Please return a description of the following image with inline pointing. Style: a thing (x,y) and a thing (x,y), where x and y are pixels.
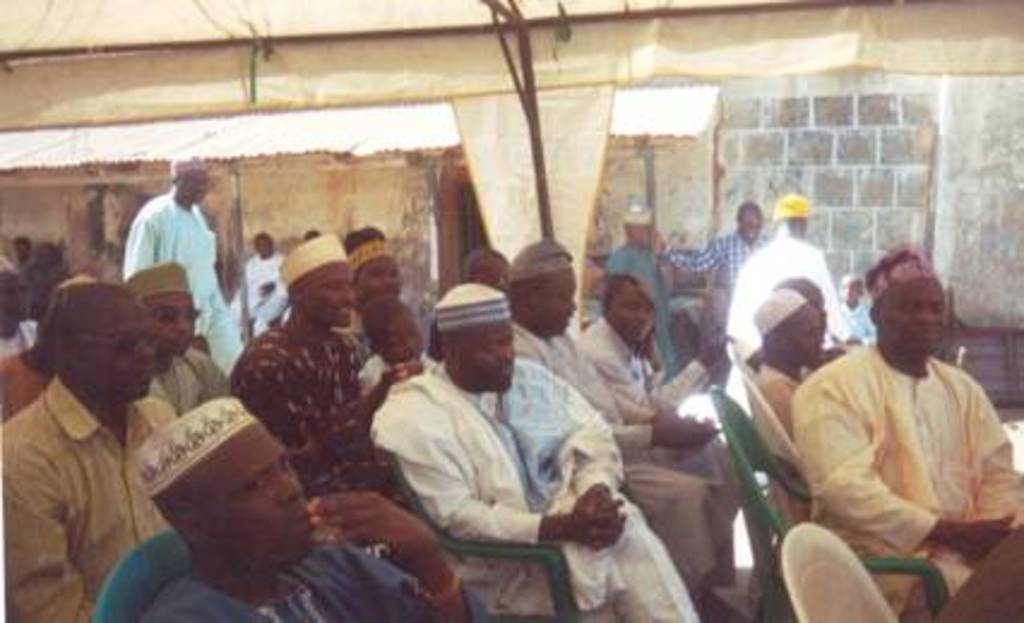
In this picture we can see a group of people (406,603) where some are sitting on chairs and some are standing and in the background (75,204) we can see the wall (878,134).
